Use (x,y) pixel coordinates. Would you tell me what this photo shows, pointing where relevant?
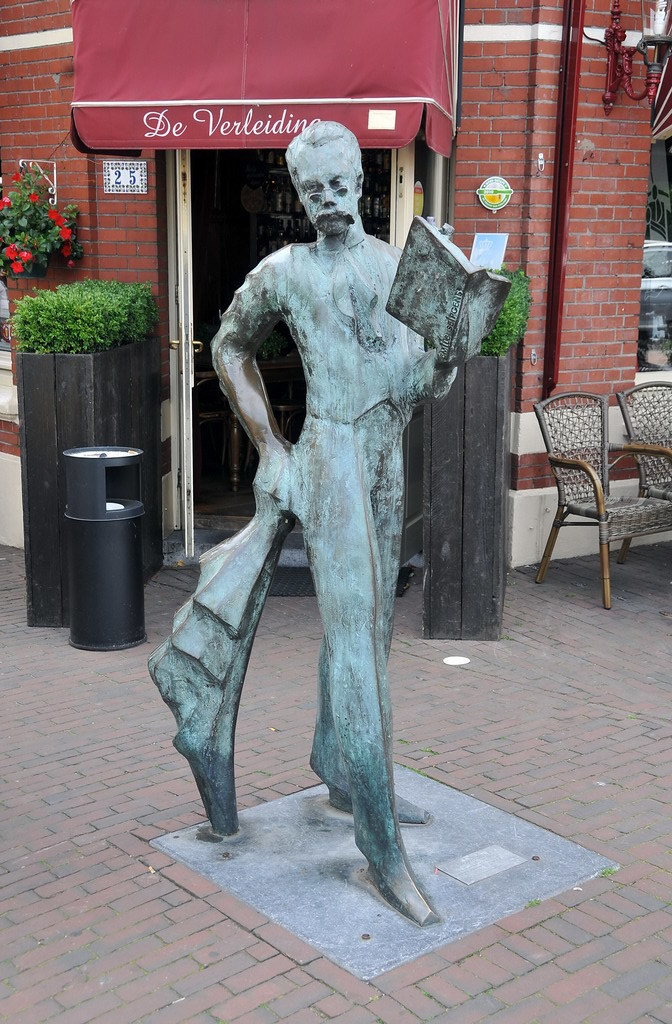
In this image we can see a statue (375,791) which has a book (439,303) in one of its hands (440,374). In the background (80,459) we can see bin (107,503), house plants (102,326), flower pot (43,206), wall (592,48), pipelines (578,56), chairs (603,469) and a door (178,176).
